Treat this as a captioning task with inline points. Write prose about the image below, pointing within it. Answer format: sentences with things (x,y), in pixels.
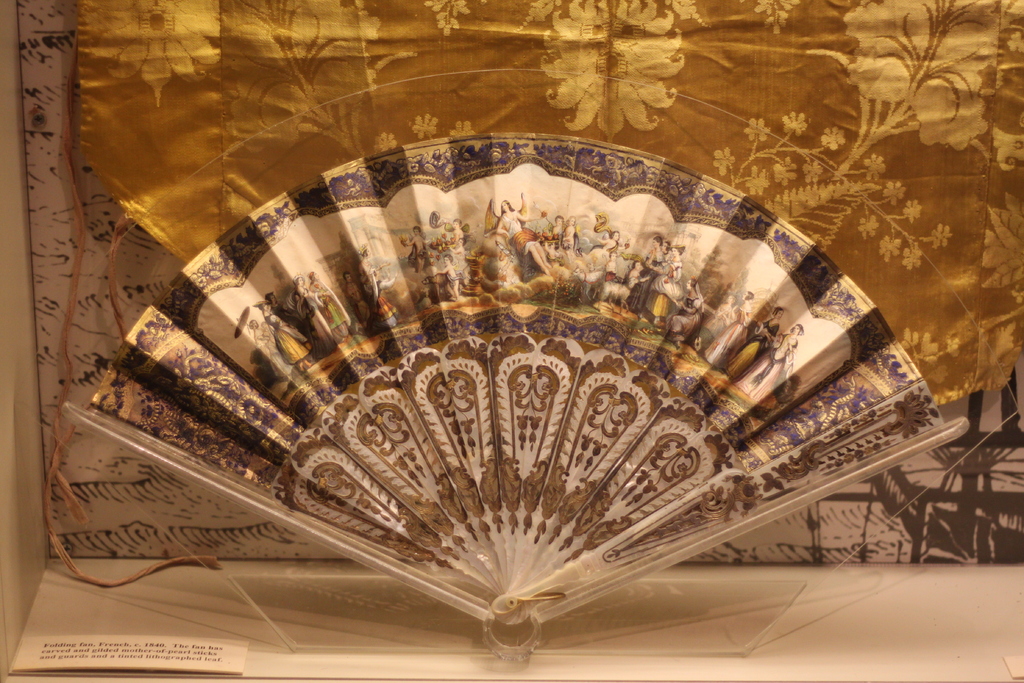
There is an object (377,286) which has few pictures (522,268) on it is made in the shape of a fan and there are some other objects (563,130) behind it.
